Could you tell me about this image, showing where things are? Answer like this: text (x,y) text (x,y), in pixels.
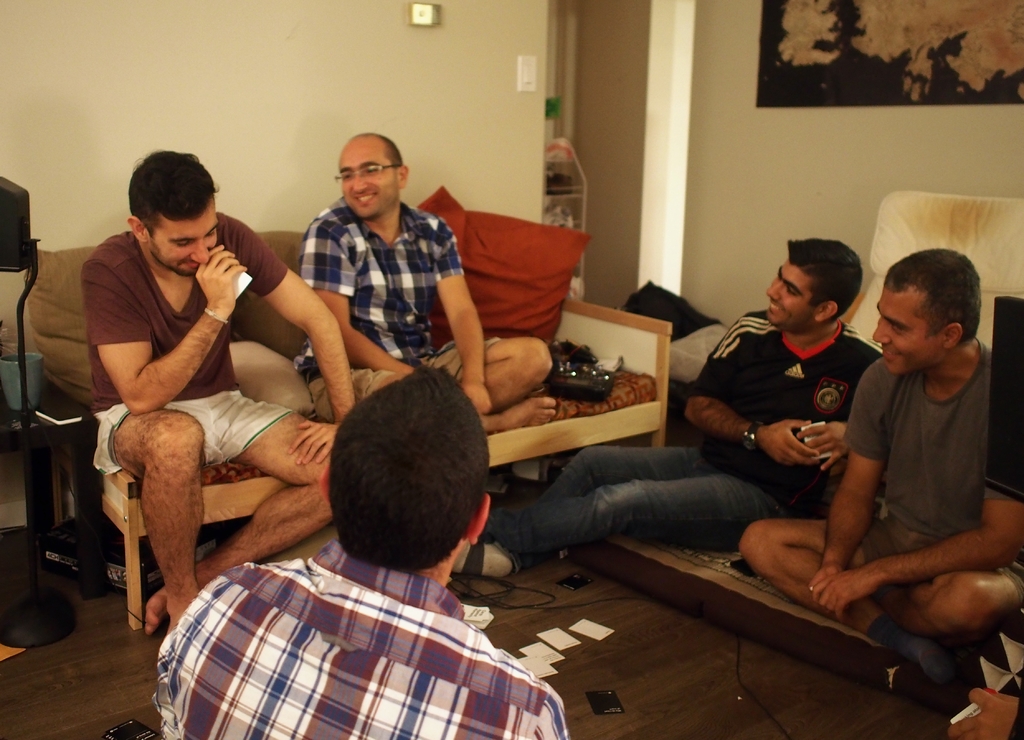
There are people (409,533) sitting and cards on the floor (492,622) in the foreground area of the image (686,470), there are some objects (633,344) and a map (822,86) in the background (851,85).
